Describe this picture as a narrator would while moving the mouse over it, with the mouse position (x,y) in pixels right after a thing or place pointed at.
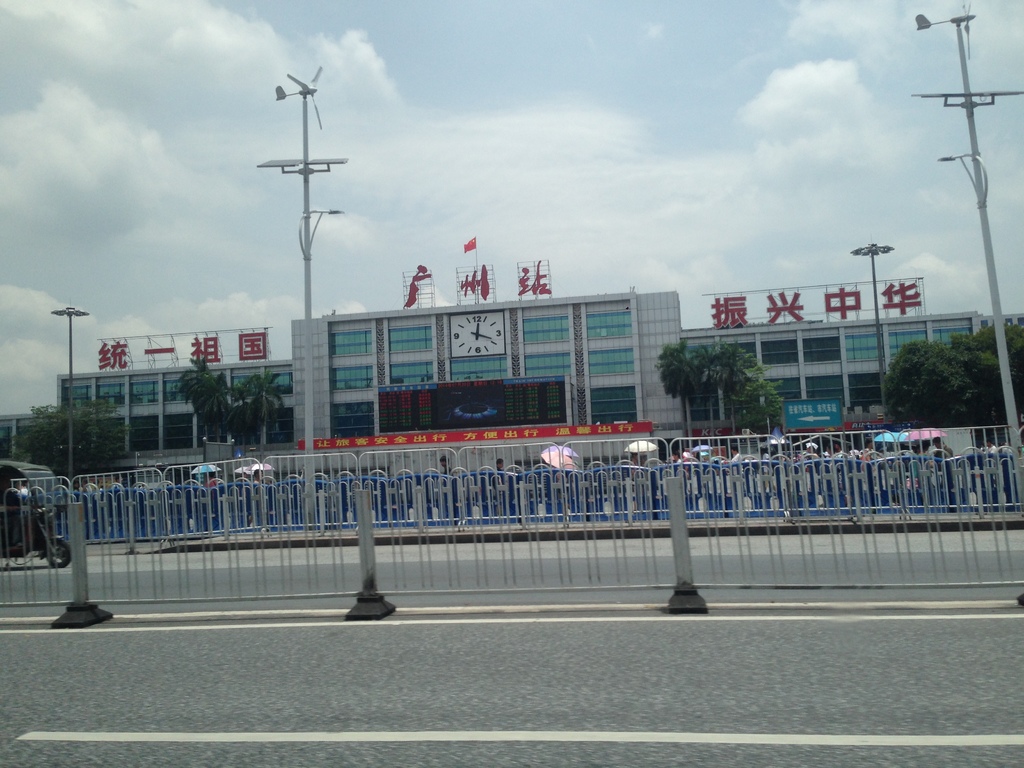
This is an outside view. Here I can see the railings (315,562) on the road (424,708). On the left side (31,493) there is a vehicle (27,505). Behind the railing (409,480) there are some people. In the background (237,435), I can see few trees (105,417), poles (308,248) and a building (451,346). At the top of the image (648,80) I can see the sky (591,68) and clouds (549,179).
